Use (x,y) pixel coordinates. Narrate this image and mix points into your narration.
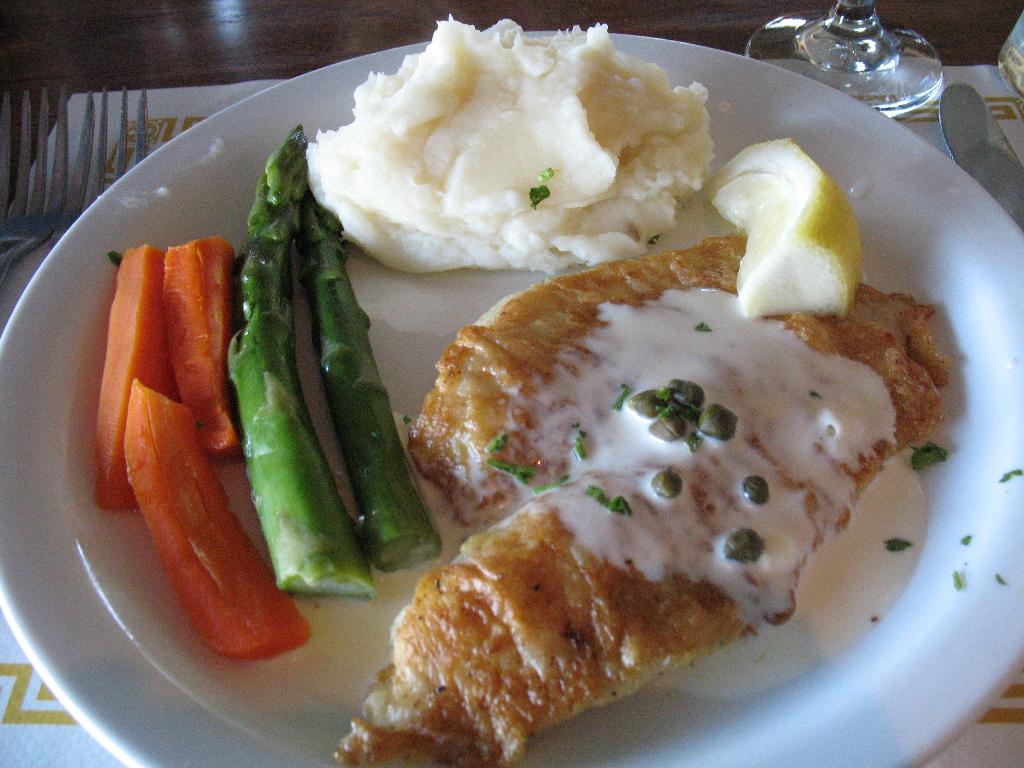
In this picture we can see plate (718,133) and on this plate (307,334) we have some food items (356,324) such as carrot (149,316), asparagus (347,406), mashed potatoes (365,222), lemon piece (735,189) and aside to this we have knife (978,117), glass (828,40) and forks (91,113).
